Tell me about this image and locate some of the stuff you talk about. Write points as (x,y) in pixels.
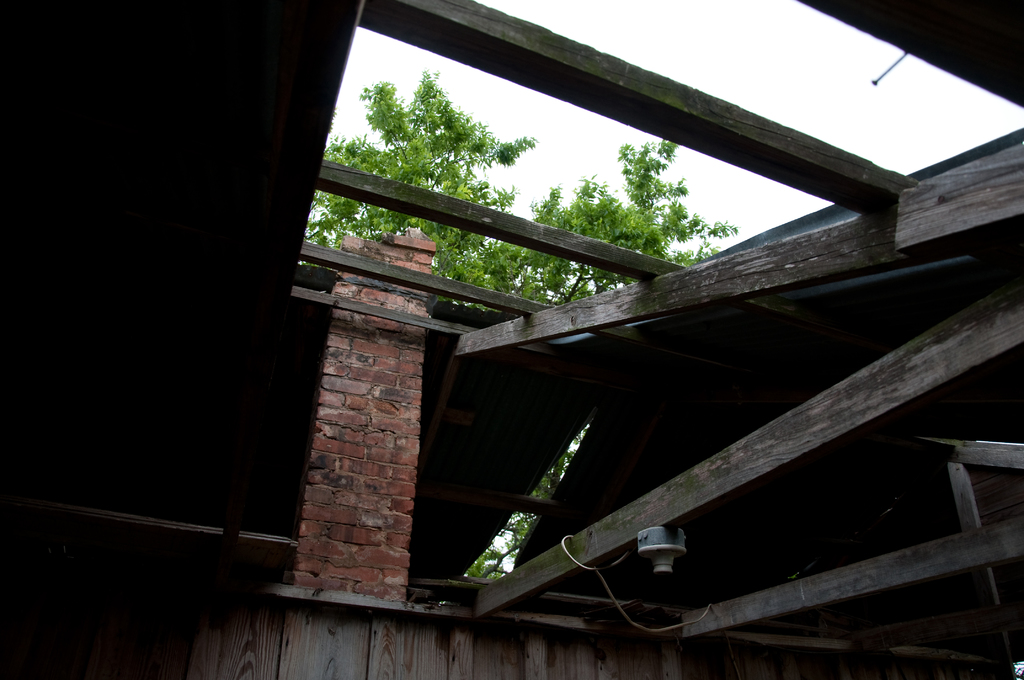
In the image there are wooden poles (587,375) and wooden wall (252,640). There is a brick pillar (380,337). Behind the wooden poles (357,177) there is a tree (392,166) and also there is a sky (590,142).
